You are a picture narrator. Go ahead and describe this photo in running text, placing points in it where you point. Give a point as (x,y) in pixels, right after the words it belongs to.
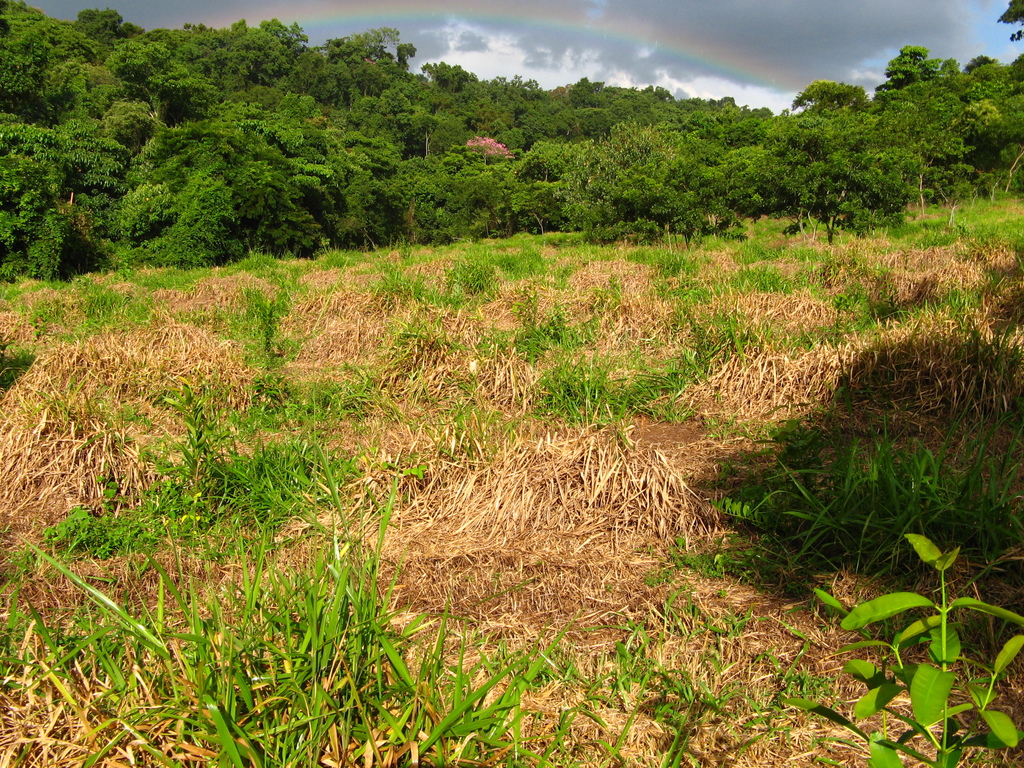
At the bottom of the image (461,520) there is grass (699,359). In the background of the image (526,124) there are trees (379,115), sky (824,64) and rainbow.
